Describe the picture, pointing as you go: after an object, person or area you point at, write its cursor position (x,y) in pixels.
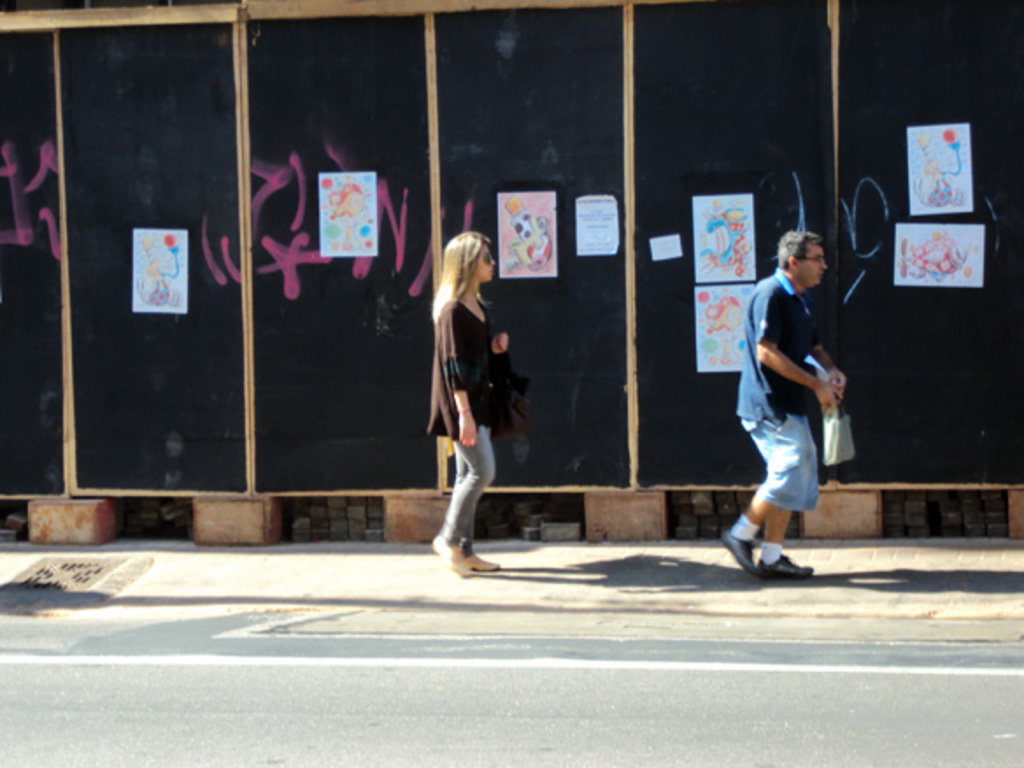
In this image we can see two persons (783,436) standing on the ground (549,571). One person (810,381) wearing a blue dress (779,337) and spectacles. One woman (477,339) is carrying a bag (513,391). In the background (934,182), we can see a group of photos (538,248) pasted on the wall (239,254).
